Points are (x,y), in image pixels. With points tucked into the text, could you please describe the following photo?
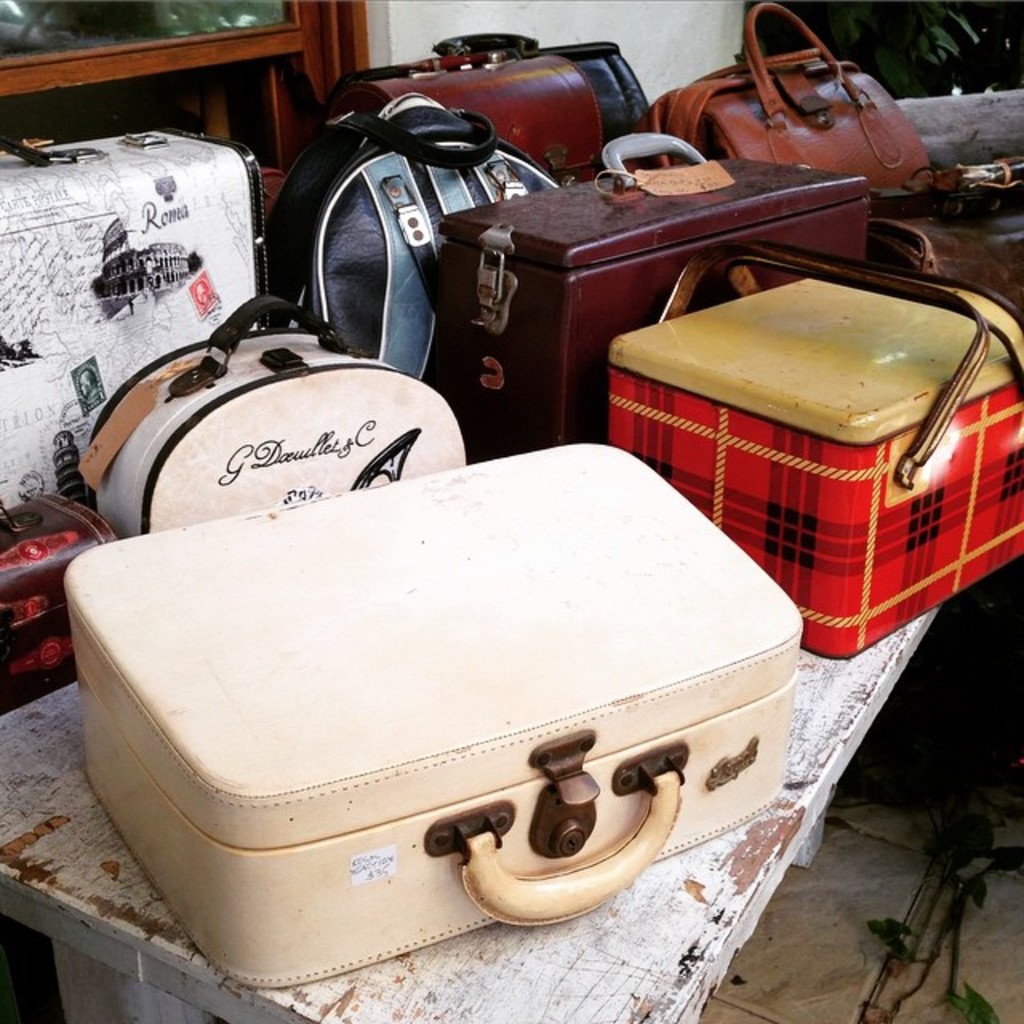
On the table (738,845) to the right side (775,500) there is a red color bag (907,505), to the left side (145,604) there is a white suitcase (390,569). Behind them there is a hand bag (268,353), brown color bag (503,247), luggage bag (415,151) and on top right corner (831,113) there is a brown color bag (798,87). To the bottom of the table (762,836) there is a plant creeper (947,868). And to the top left corner (206,68) there is a cupboard (256,85).
